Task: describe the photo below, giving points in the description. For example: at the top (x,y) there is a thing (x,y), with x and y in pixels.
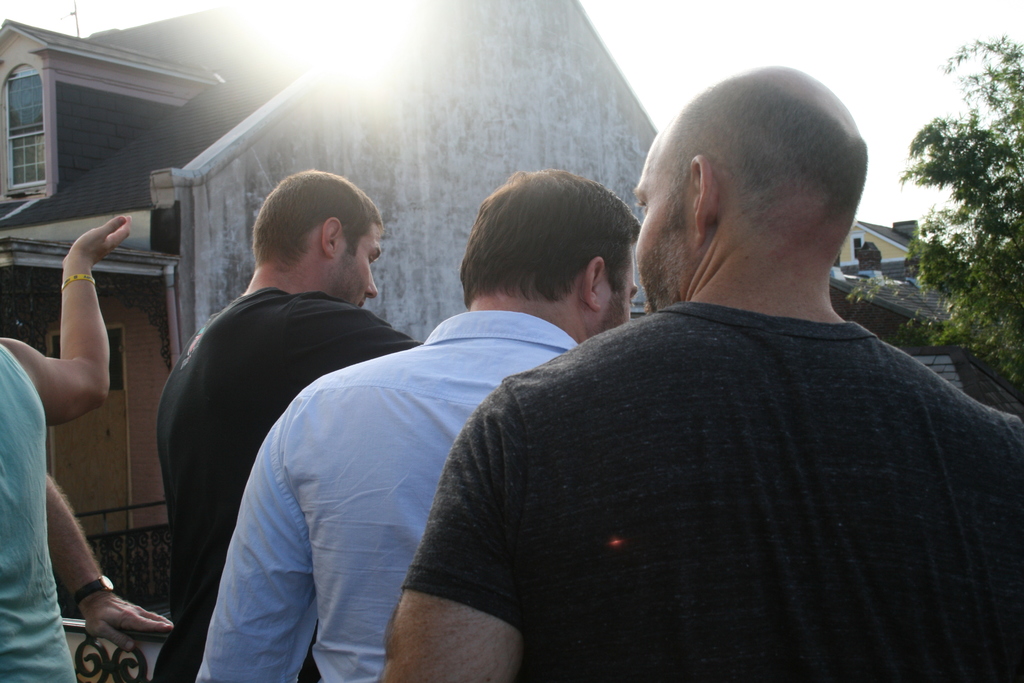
Here we can see few persons (407,386). In the background (171,23) there are houses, trees (980,309), and sky (892,93).
